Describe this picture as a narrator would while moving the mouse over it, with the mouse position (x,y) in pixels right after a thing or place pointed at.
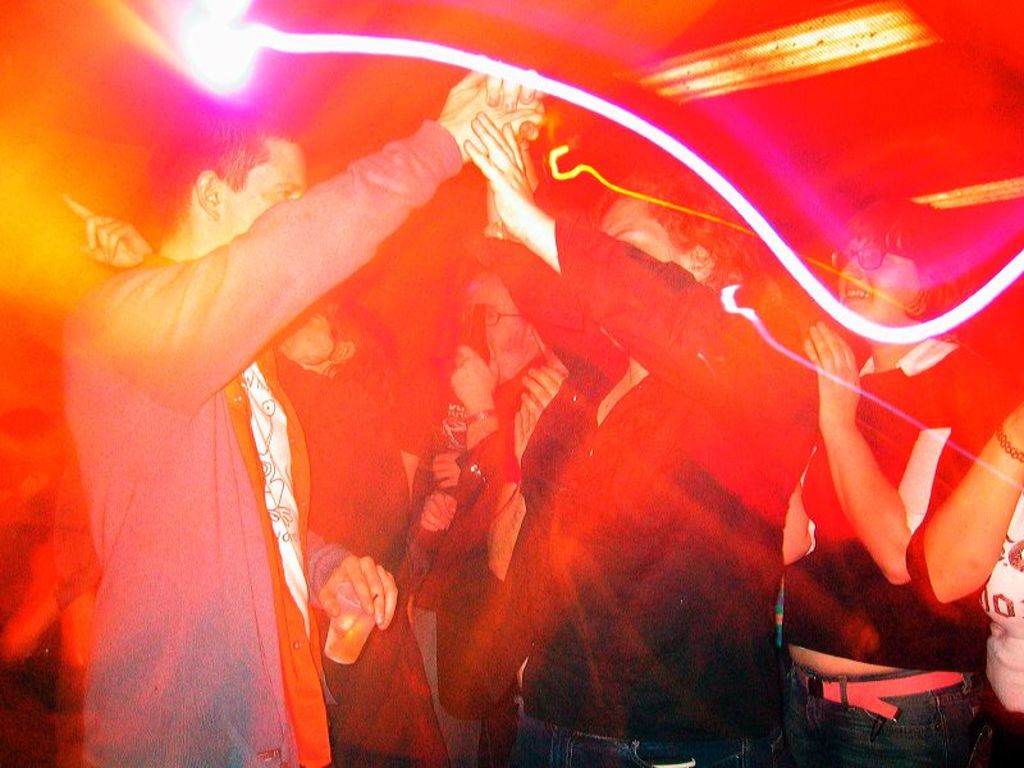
In this picture I can see number of people (914,601) and I see that the man (261,235) in front (247,572) is holding a glass (340,616) in his hand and I see that this picture is colorful.
